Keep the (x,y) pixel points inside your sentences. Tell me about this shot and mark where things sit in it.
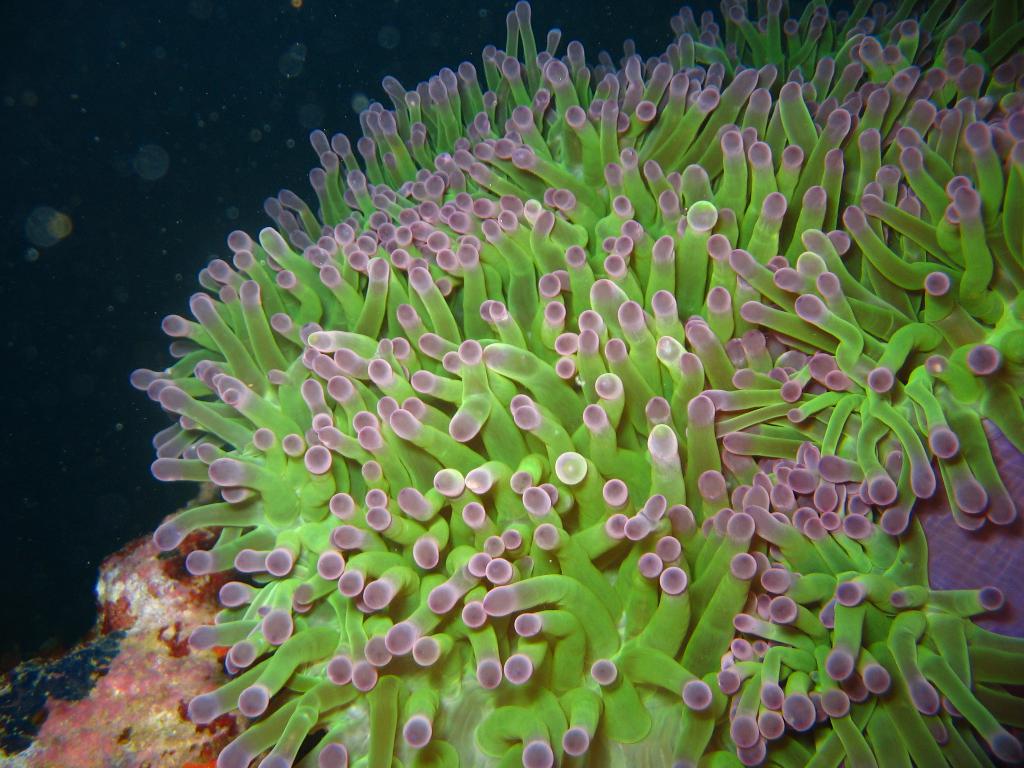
In this image we can see the coral reef (171,653).
